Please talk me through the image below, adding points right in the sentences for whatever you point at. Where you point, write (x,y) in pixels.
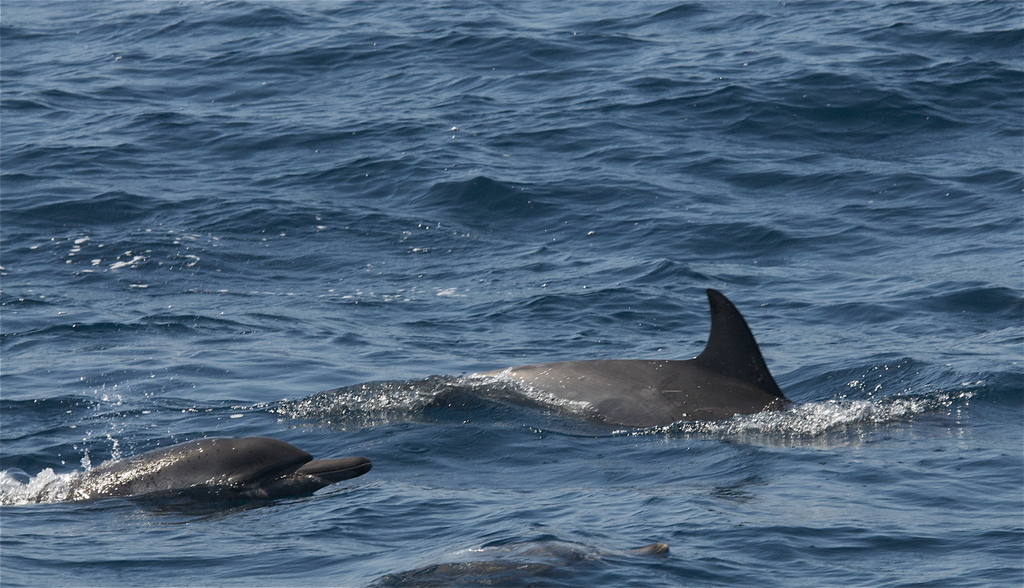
In this image we can see there are dolphins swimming in the sea (645,481).
